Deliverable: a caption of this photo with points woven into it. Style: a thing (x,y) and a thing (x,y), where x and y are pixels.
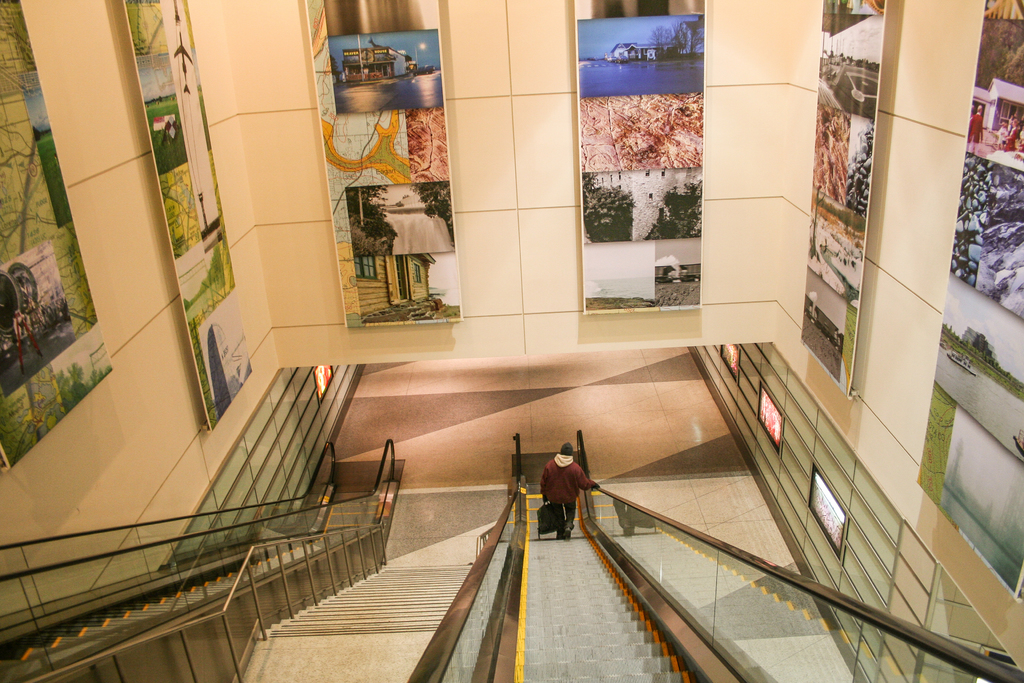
In this image we can see steps (384,570), fence (223,608), escalators (134,579) and a person (553,489) is holding bag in the hand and standing on the escalator steps (568,547). We can see banners (320,100) and frames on the walls (743,417) and we can see the floor (620,414).
